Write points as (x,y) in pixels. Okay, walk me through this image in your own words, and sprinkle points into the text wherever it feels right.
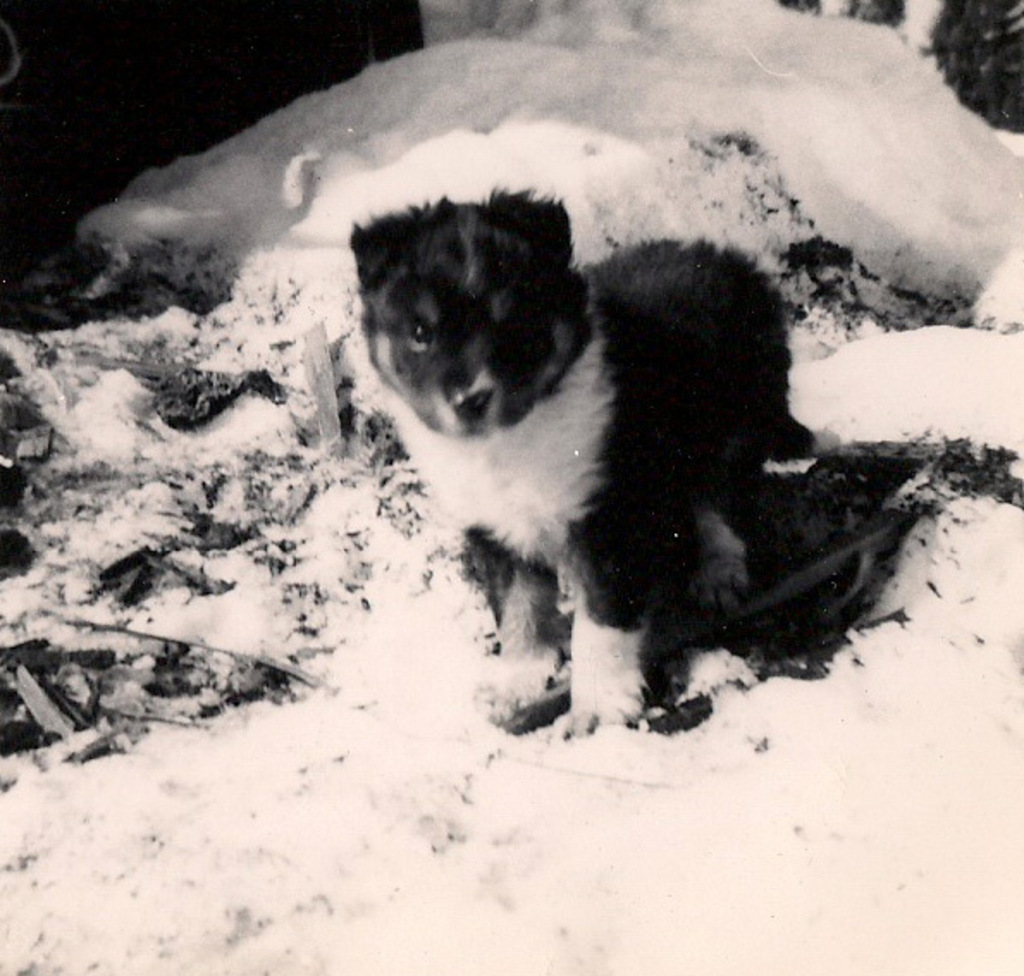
In this picture there is a puppy (587,431) who is sitting on the snow (681,883), beside him I can see the snow (230,415) and some sticks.
